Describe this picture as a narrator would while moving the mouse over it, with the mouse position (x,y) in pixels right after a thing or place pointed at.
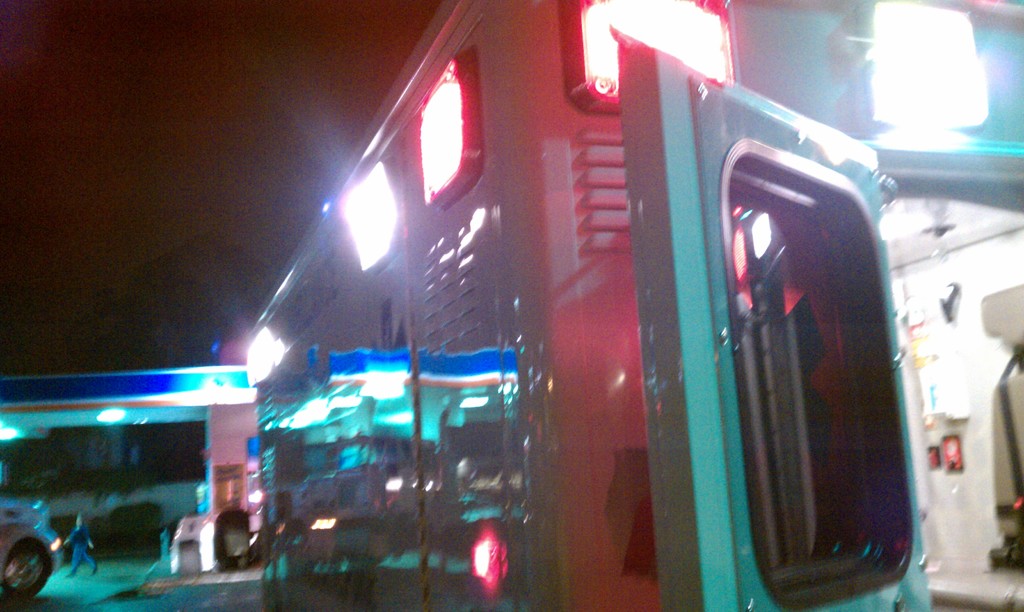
In this picture I can see on the right side (860,69) it looks like a machine (583,320) with lights (475,162), on the left side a person (91,546) is walking.
